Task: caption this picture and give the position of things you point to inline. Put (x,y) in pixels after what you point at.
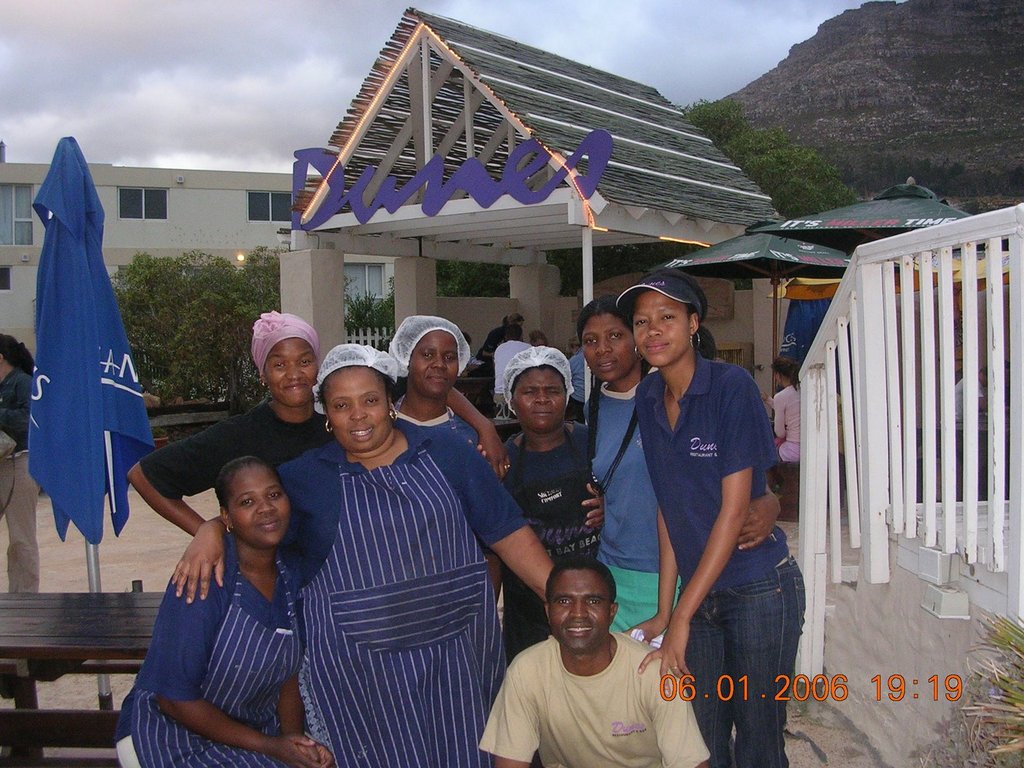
In this image I can see number of persons (335,549) wearing blue t shirts (332,534) are standing and a person (633,657) is sitting. To the left side of the image (106,615) I can see a table (109,642), a bench (26,726) and an umbrella (102,381) which is blue in color. In the background (212,216) I can see few trees (160,287), a building (227,226), few other persons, the railing (880,389), few other things (784,248) which are green in color, a mountain (858,110) and the sky (172,67).
